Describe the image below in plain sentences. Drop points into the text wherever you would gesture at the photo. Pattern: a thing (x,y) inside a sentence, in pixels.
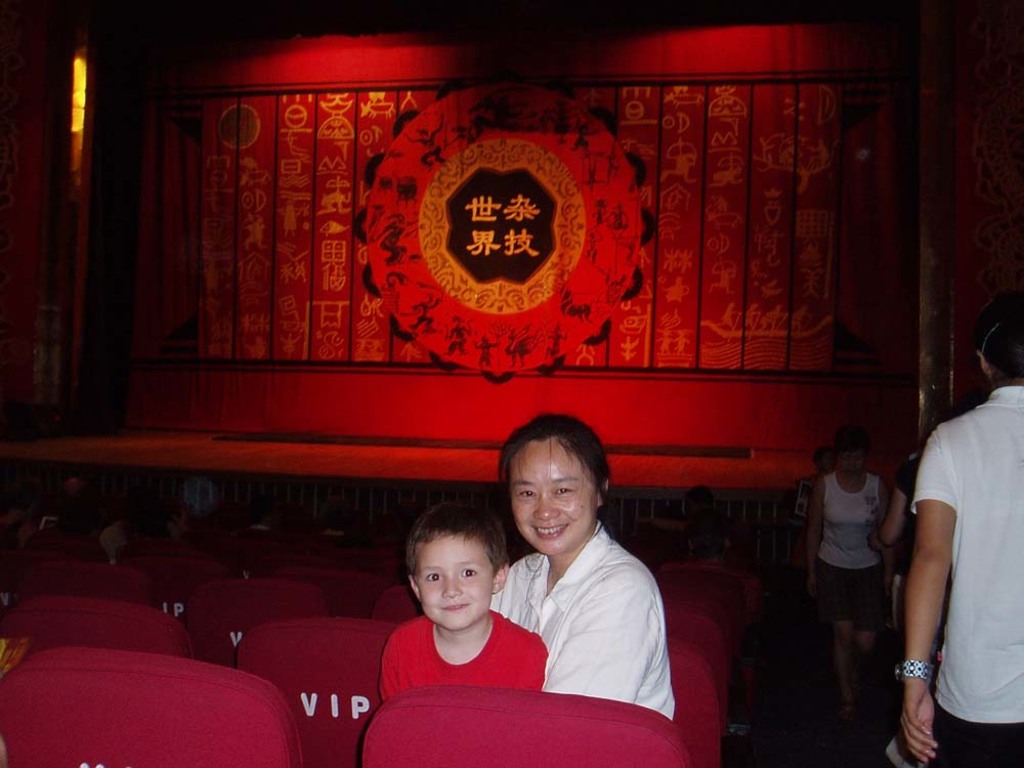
In the picture I can see people (635,607), among them a woman (638,588) and a boy (510,636) are sitting on chair (577,721) and others (966,582) are walking. In the background (315,297) I can see chairs (31,735), a wall (300,286) which has something written on it and some other objects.
